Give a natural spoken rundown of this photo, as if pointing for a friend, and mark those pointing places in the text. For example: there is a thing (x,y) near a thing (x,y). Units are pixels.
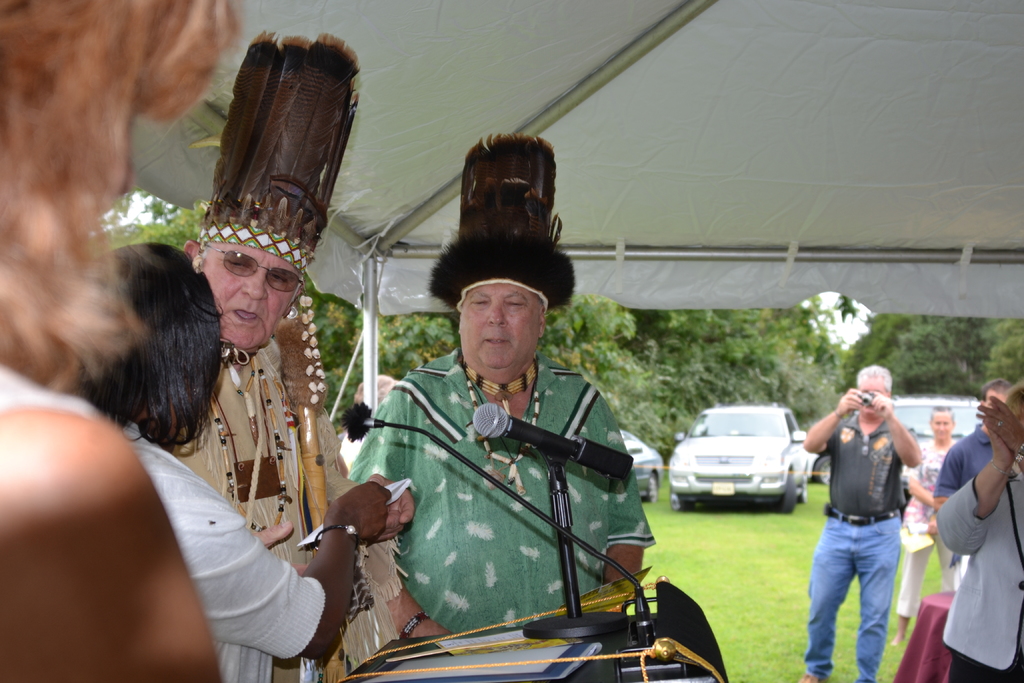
In this image we can see people (394,466) standing. There is a mic (640,640) on the podium (700,620). To the right side of the image (972,596) there are people (978,542) standing. At the top of the image (533,82) there is white color tent (543,68) with rods (400,245). In the background of the image (966,346) there are trees (682,353), cars (783,415) on the grass (735,505).
